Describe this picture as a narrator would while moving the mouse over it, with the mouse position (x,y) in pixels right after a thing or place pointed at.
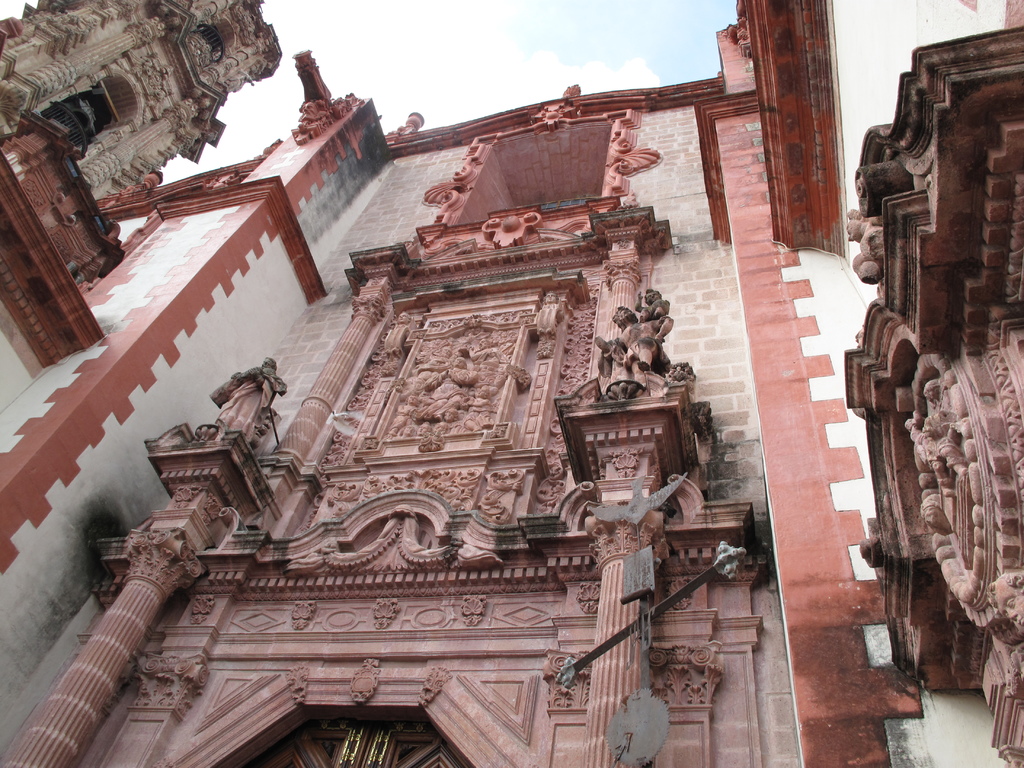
In the center of the image (461,435) there is a building (23,376) with sculptures (511,333) on the wall (345,546). At the top of the image (483,29) there is sky (444,27).
